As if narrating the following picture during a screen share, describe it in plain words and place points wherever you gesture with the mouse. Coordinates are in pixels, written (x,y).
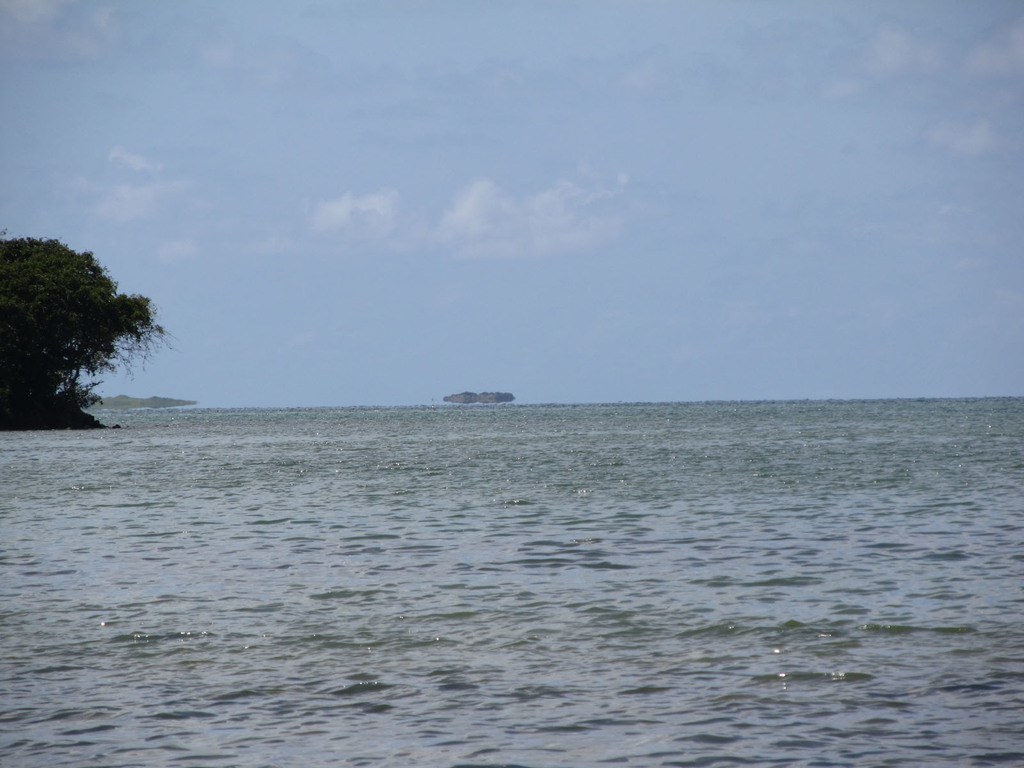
In this image I can see the sea (521,630). In the background (150,335) I can see few trees (46,300) in green color and the sky (377,185) is in blue and white color.
